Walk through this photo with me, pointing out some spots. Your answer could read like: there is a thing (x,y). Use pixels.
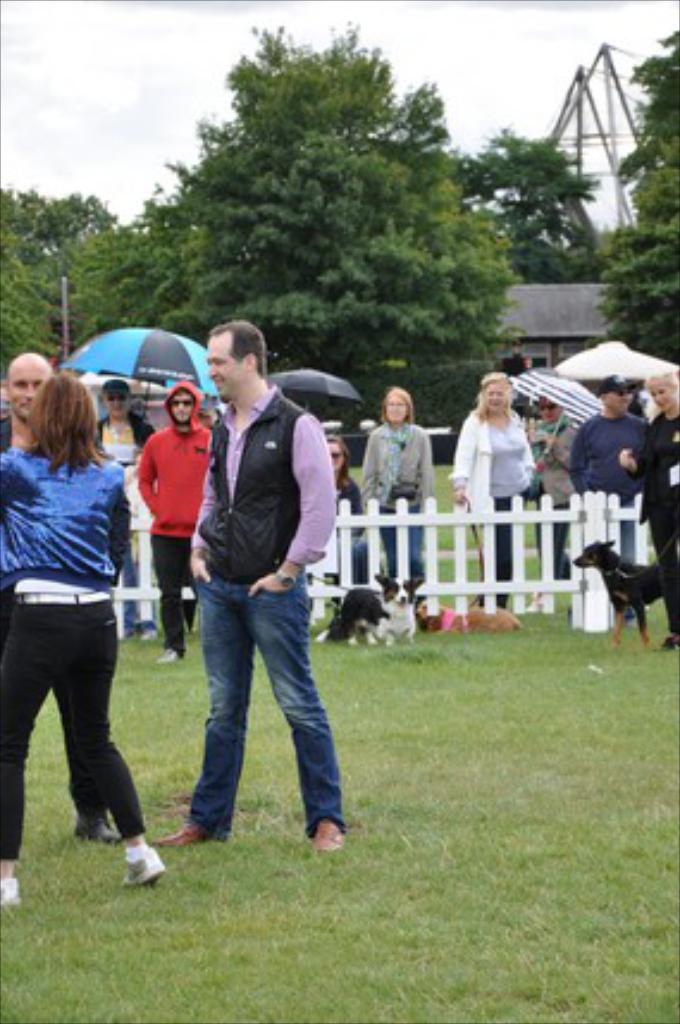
This is an outside view. Here I can see few people (304,487) are standing. It is looking like a playing ground (381,947). Along with the people (288,622) there are three dogs (364,609). In the background (269,247) I can see the trees (516,231) in green color in the sky (104,66). Here I can see two people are holding umbrellas (147,370) in their hands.
